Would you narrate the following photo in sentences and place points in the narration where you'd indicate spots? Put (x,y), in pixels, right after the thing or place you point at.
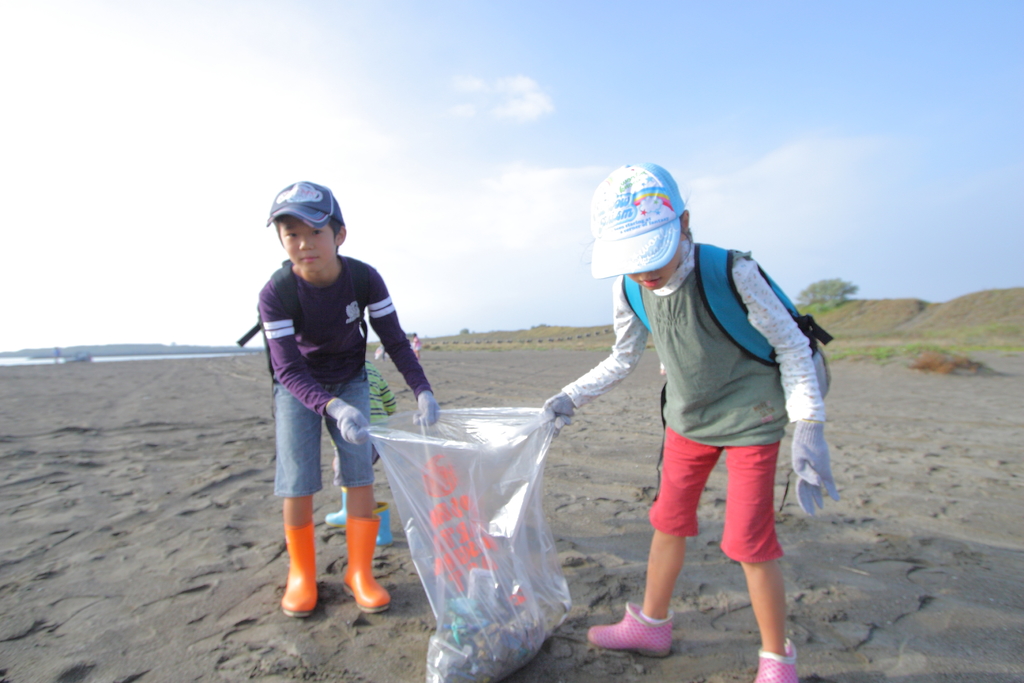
In this picture we can see two kids (419,396), they wore caps (323,202), and they are holding a bag (502,490), in the background (380,379) we can find few more people (370,388), trees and water (136,356).
